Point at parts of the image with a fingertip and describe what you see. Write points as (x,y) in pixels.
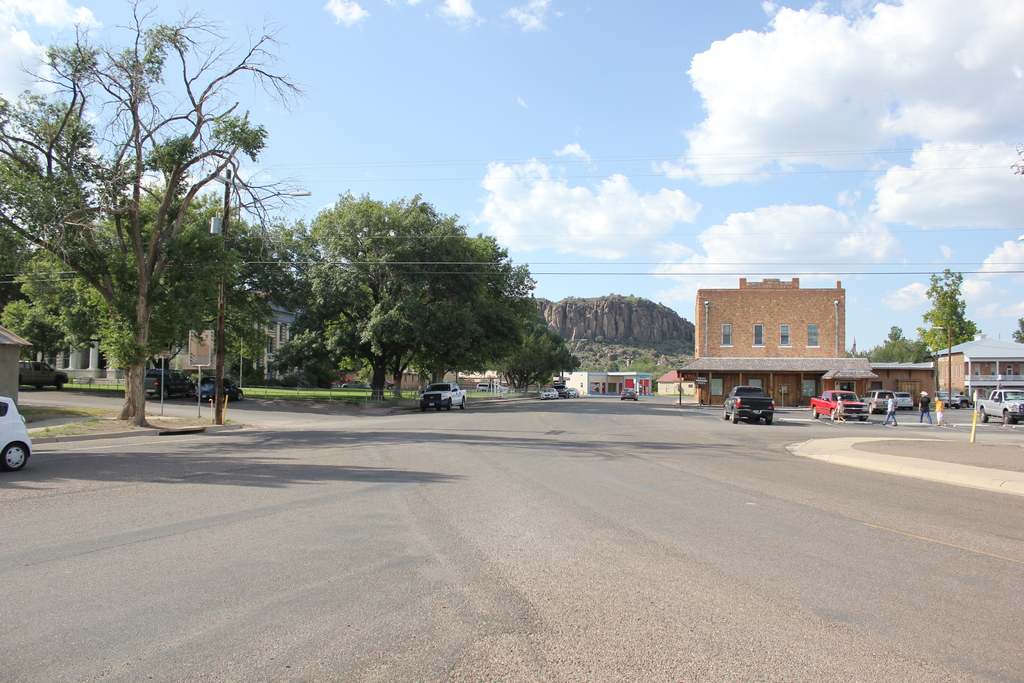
In this image I can see few trees (395,322), fencing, buildings (803,334), sky (891,301), poles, wires (562,273), windows (762,328), rock (574,305), sky (580,34), few people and few vehicles (725,416) on the road (554,582).
